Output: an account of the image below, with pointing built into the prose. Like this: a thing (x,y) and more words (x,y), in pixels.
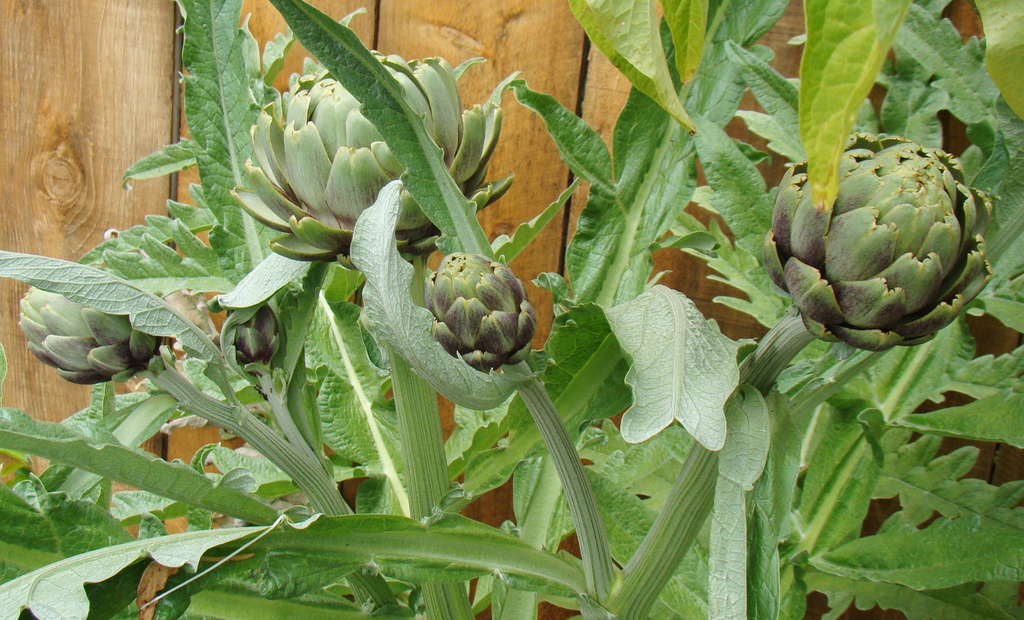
In this picture we can see a few green flowers (260,309) and leaves (227,456). There is a wooden object (114,149) in the background (82,76).
